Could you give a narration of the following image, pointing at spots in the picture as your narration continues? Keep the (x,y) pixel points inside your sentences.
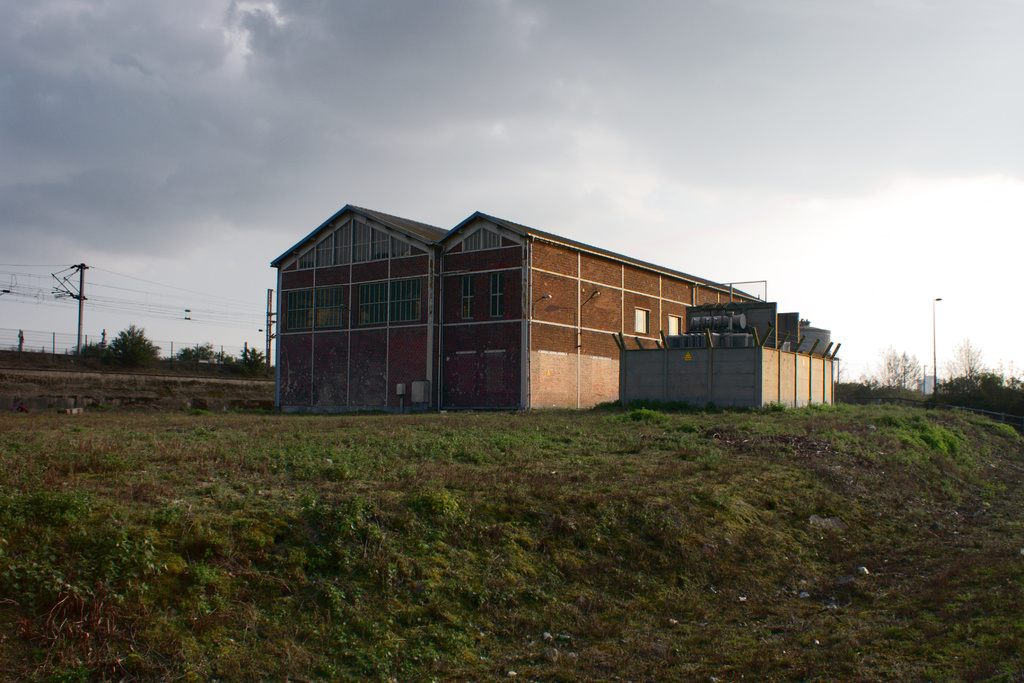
In this image we can see sheds (396,355), transformers (688,344), electric poles (82,287), electric cables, fences (171,352), street pole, street light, trees (126,343) and sky (481,195) with clouds (635,78).
